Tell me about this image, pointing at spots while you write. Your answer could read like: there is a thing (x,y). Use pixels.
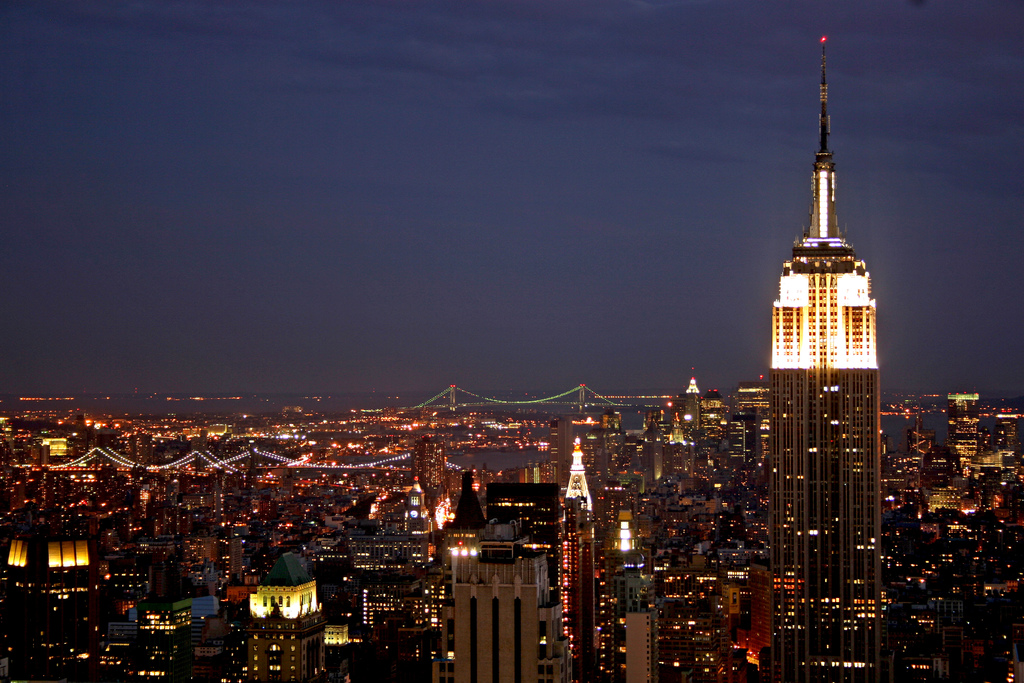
In this image I can see number of buildings (511,511), few lights (538,546) to the buildings (579,510), few bridges (349,464) and the water (636,415). In the background (215,185) I can see the sky (276,128).
